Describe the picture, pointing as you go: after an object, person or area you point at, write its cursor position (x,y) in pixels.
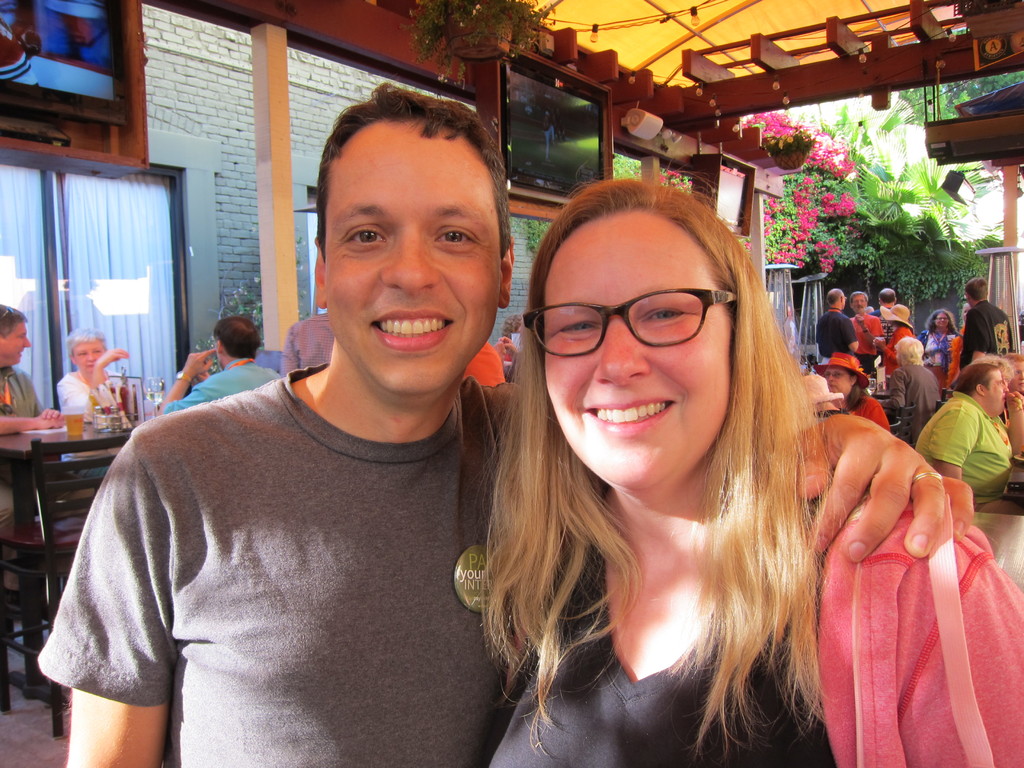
In this image there are group of people (668,367) who are sitting and standing in the front of the image (417,447) there are two persons (493,466) on the right side (785,461) there is one woman (648,512) who is wearing spectacles (640,340) and she is smiling on the left side (331,585) there is one man (358,424) who is standing and smiling on the top of the image (570,23) there is ceiling (711,39) with a wooden sticks (727,78) on the top of the right corner (822,173) there are trees (906,222) and flowers (812,141) and in the middle of the image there is wall (227,58) and on the left side of the image (95,181) there is one window (86,255) and curtains (92,287) are there and one table (46,441) is there and on that table (63,438) there are some bottles (108,416) and glass (74,424) is there beside that table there are chairs (82,491) and in the right side of the image (926,352) there are group of people (889,321) who are standing and sitting and in the middle of the image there is one television (568,131) and on the top of the left corner (52,48) there is another television (75,75).
